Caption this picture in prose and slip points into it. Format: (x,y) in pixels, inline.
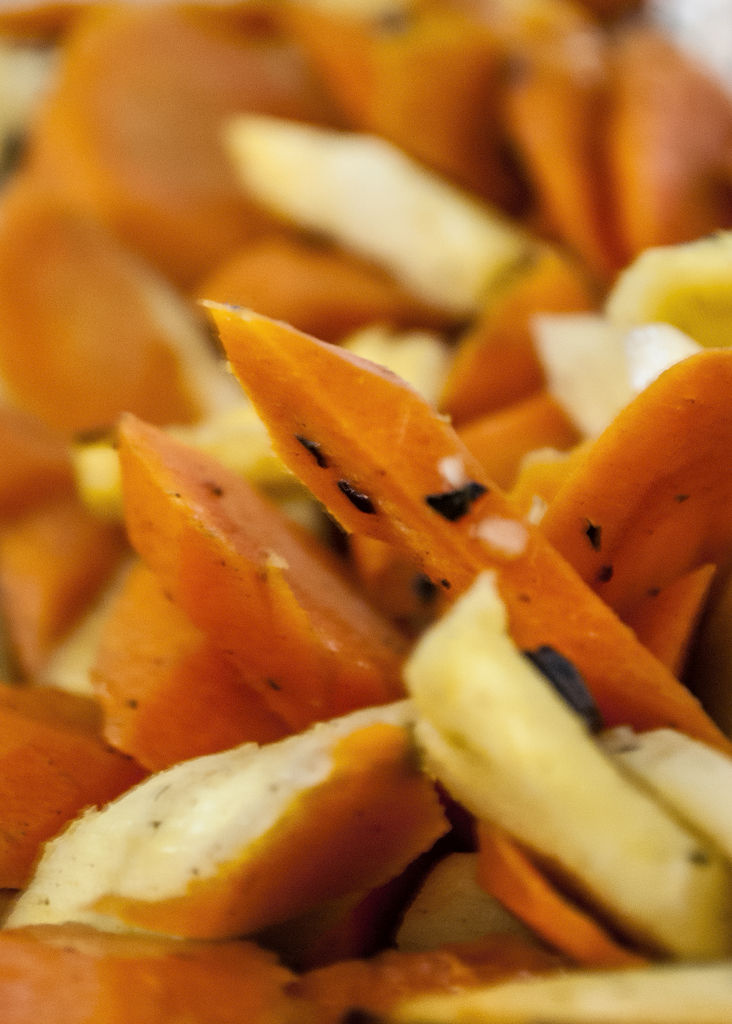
In this image may be there are cut pieces (510,504) of vegetables (705,353).
